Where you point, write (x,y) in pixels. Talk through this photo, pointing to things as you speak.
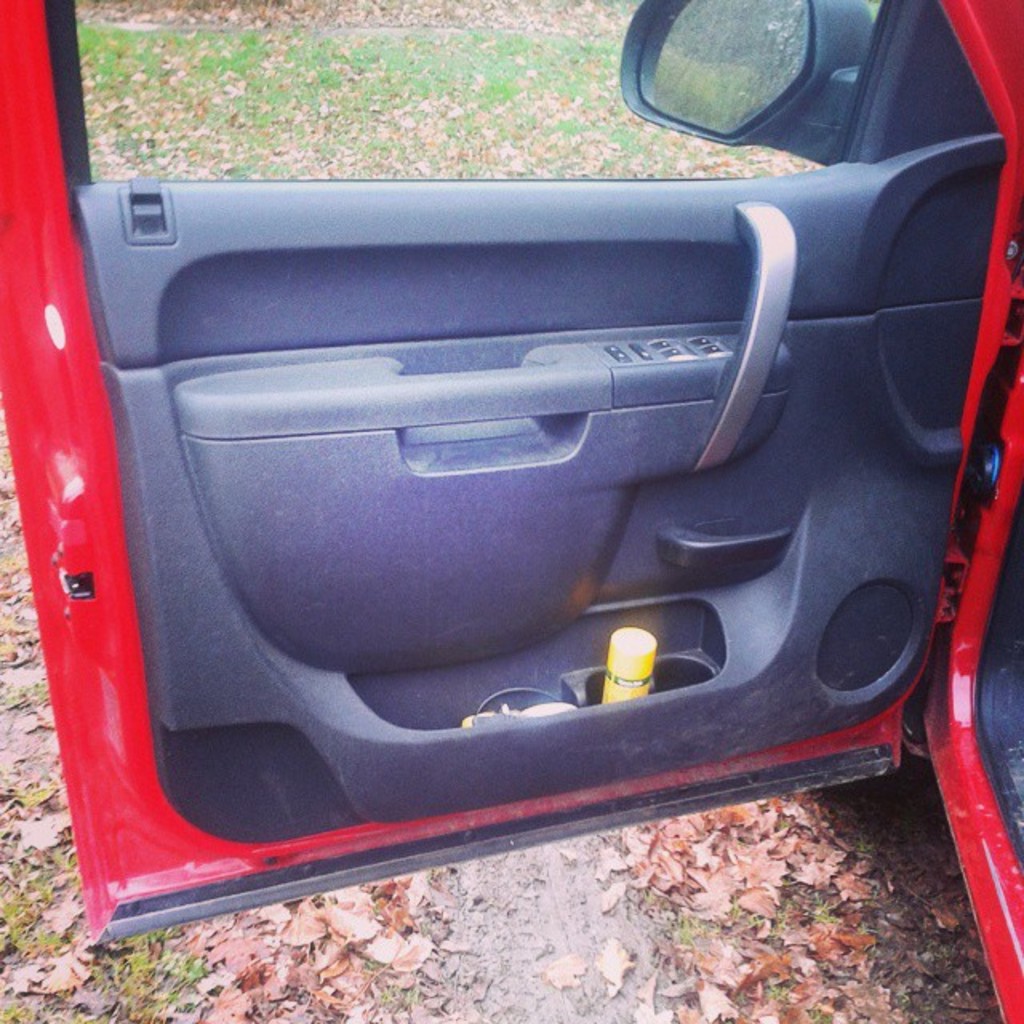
In this image we can see a car door (152,509) which is of red color and there is spray (608,662) and some other items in the door (453,687), at the background of the image (721,58) there is side mirror (740,88) and door (461,180).
